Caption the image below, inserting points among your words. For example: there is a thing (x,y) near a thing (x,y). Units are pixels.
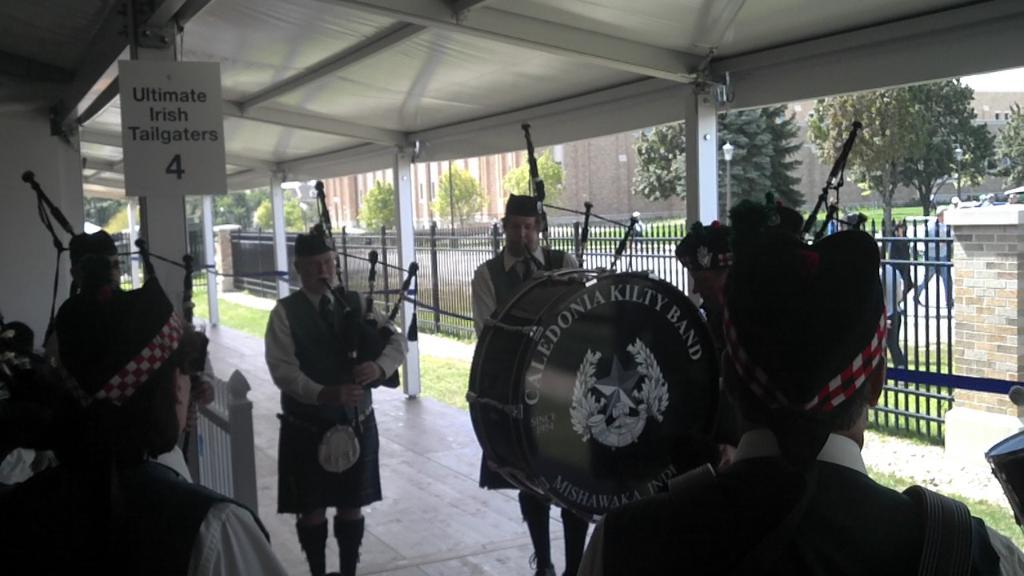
In this image there are people (322,312) playing musical instruments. At the top of the image (617,22) there is ceiling (197,39). There is a pole (174,62) to which there is a board (153,94) with some text (153,94) on it. There is fencing (381,241). In the background of the image (500,154) there are buildings (471,163), trees (888,163). At the bottom of the image (446,549) there is floor (429,549).
